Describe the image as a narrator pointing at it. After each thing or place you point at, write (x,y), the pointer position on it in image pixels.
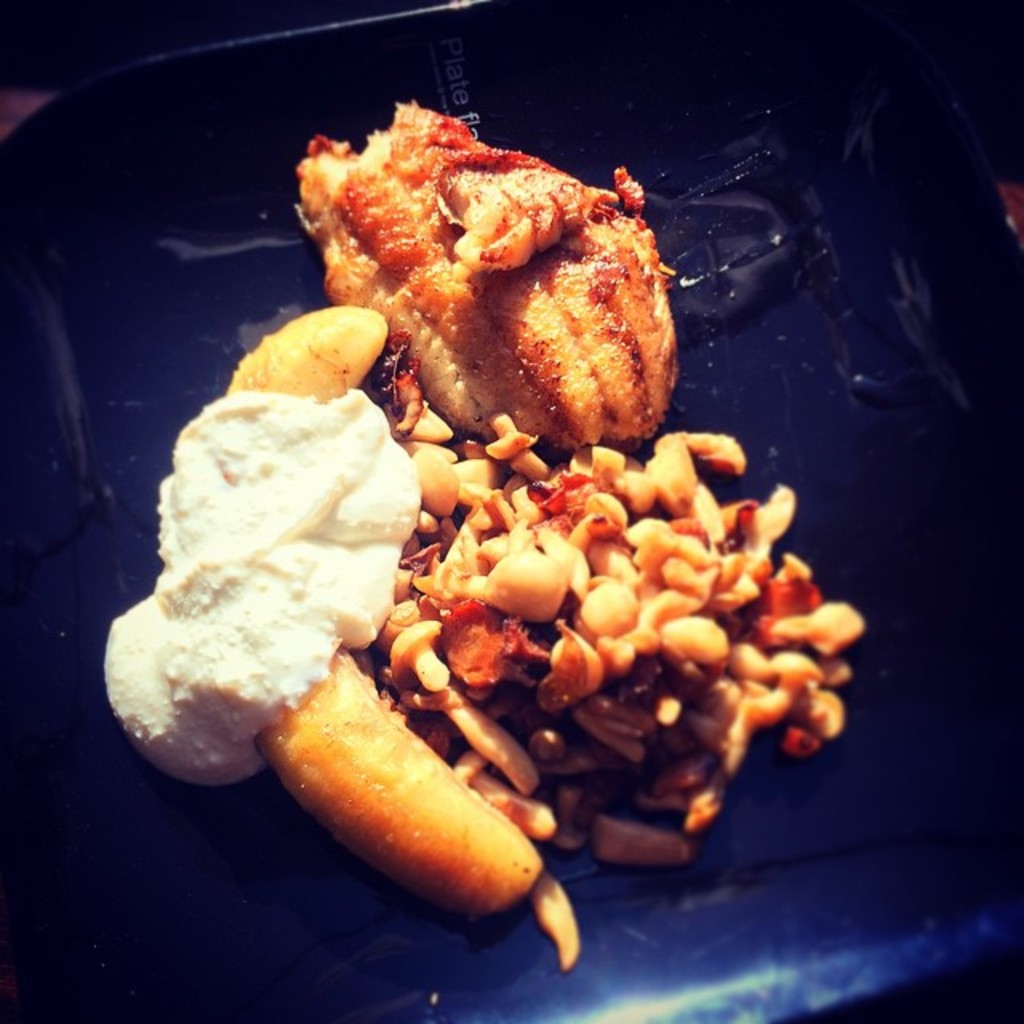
In the image there are some cooked food items (512,465) and on the left side (199,418) one of the food item (301,338) is topped with cream (197,544).
